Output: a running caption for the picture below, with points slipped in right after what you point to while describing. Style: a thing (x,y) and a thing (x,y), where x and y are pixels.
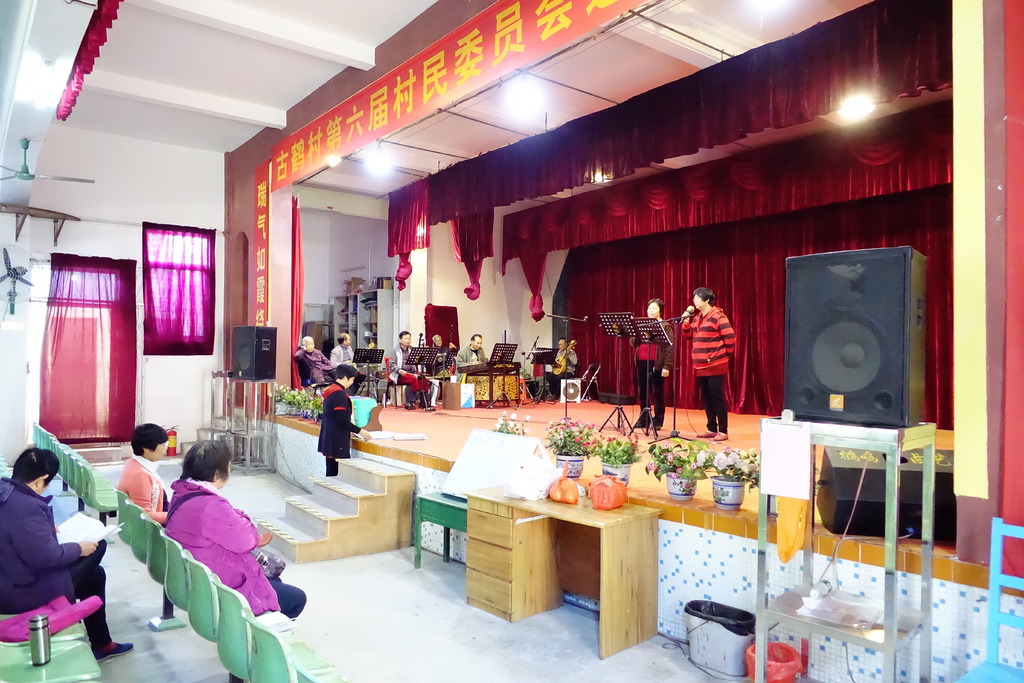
This picture contains an auditorium (389,236) in which many people (335,365) are sitting on chair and playing musical instruments (487,396). In the middle of an Auditorium (604,337), we see two women (656,366) singing on a microphone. Beside them, we see speaker (899,328). Behind them, we see a cloth (725,194) which is red in color. In the middle of the picture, we see staircase (376,512). On stage (674,526), we see many flower pots (664,460). On the left bottom of the picture (162,542), there are many green chairs (241,611) and three people (145,502) sat on three chairs (119,509).
